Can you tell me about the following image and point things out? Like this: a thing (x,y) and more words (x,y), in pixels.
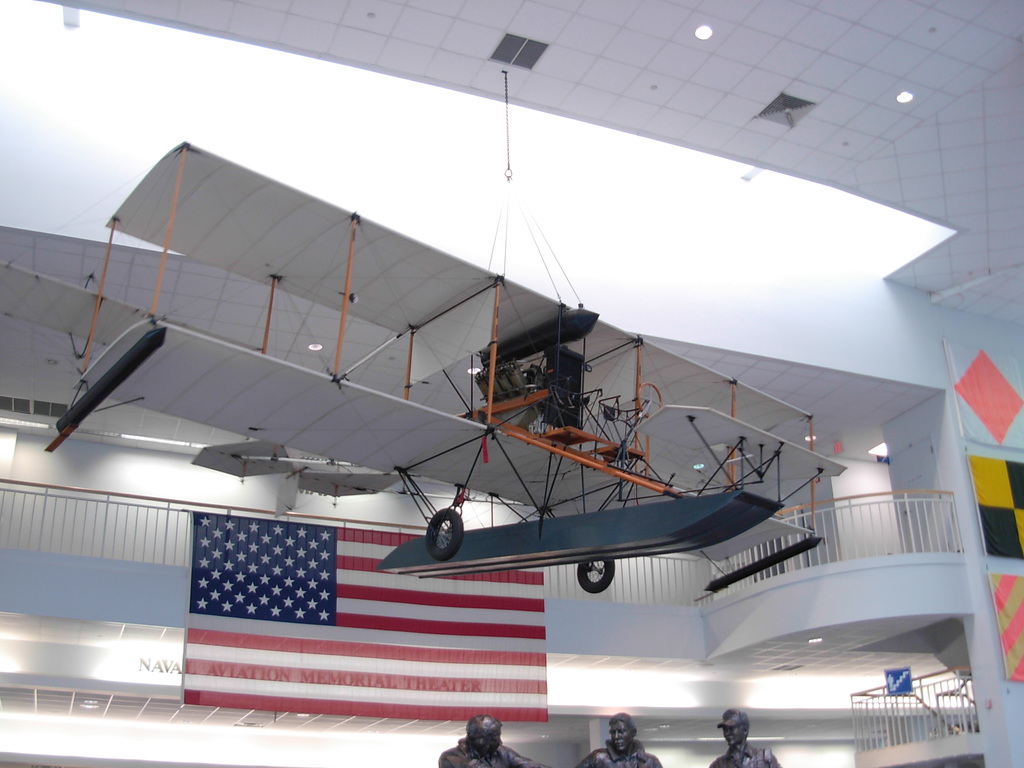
At the bottom (162,549) I can see three persons statues (742,724), fence (903,695), flags (528,673) and a wall (660,640). At the top (684,226) I can see a vehicle (473,314) is hanged on a rooftop (482,65) and lights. This image is taken may be in a hall (867,591).
